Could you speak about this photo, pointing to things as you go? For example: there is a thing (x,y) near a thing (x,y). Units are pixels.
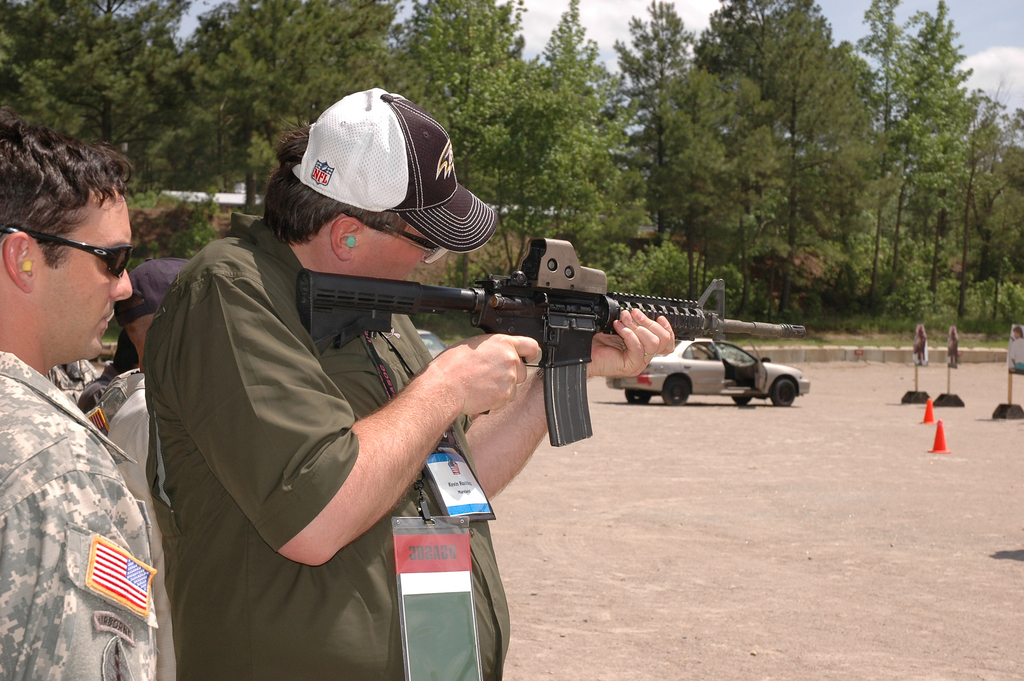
In this image we can see men (161,559) standing on the ground (924,445) and one of them is holding a gun (555,313) in the hands (635,310). In the background (798,66) we can see sky (972,48) with clouds (553,17), trees (589,101), road (932,373), heap of sand (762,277), motor vehicle (734,364), traffic cones (945,450) and barriers (943,360).
